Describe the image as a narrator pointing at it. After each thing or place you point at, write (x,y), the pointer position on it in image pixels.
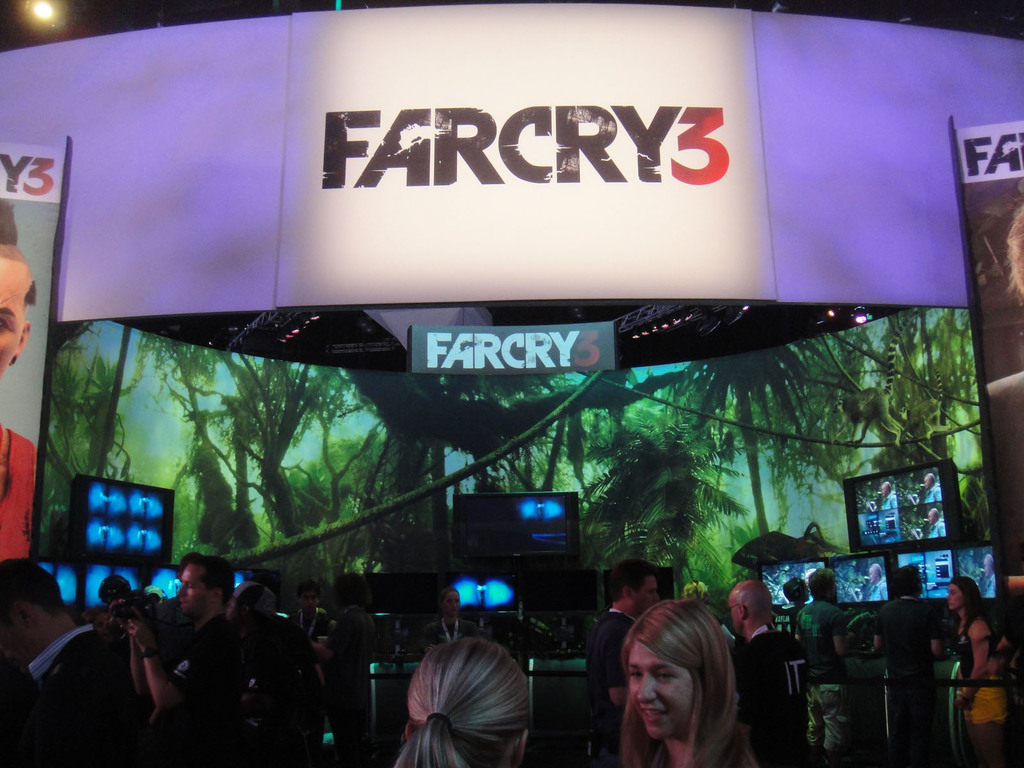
In this image I can see group of people (467,667) standing. Also there are screens (408,607) and boards (442,179).
